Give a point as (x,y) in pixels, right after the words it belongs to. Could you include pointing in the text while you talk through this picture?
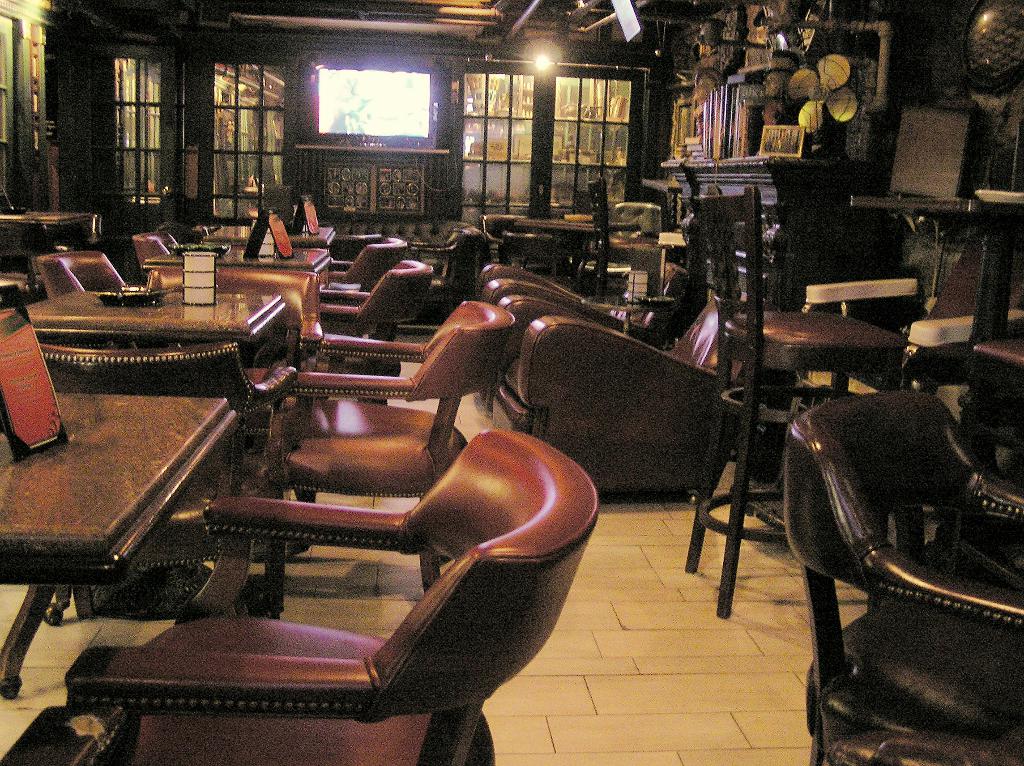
This image seems to be clicked in a restaurant (431,719), there are tables (164,341) and chairs (530,544) around the floor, in the back (384,86) there is a tv (384,103) in the middle of the wall (417,158) with doors (549,124) on either side of it, on the right side (770,209) there is a table (792,234) with books (705,102) and some things (790,127) over it.
